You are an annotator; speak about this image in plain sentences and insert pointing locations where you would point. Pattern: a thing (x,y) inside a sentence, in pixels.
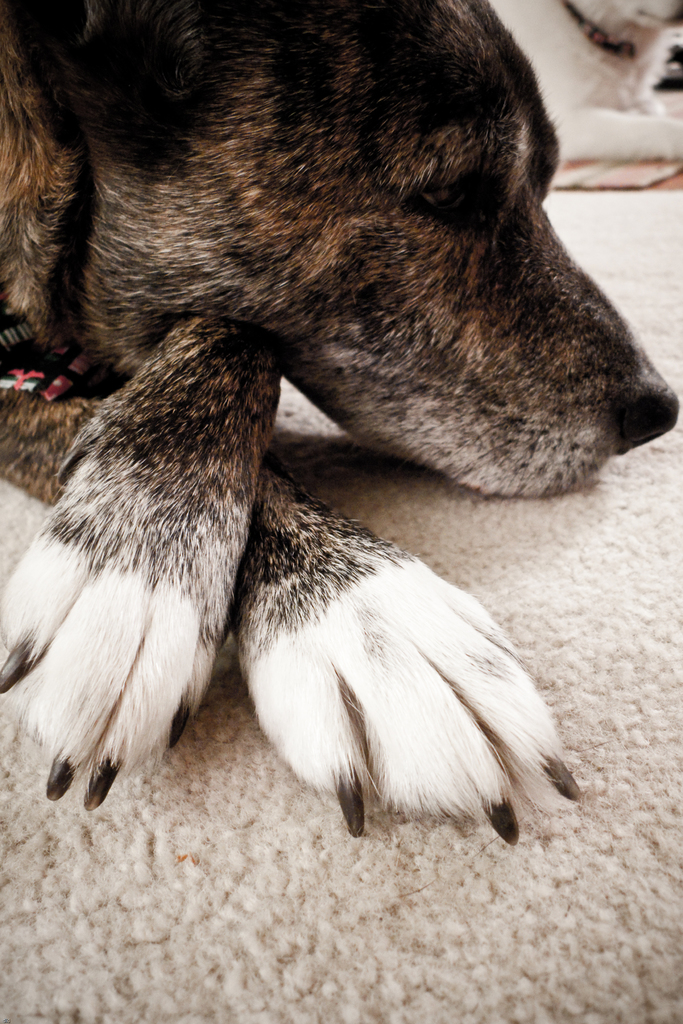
In this picture we can see the partial part of a dog (14,294). In the top right corner of the picture (600,110) it looks like a dog (613,157). At the bottom portion of the picture (215,886) we can see the carpet (343,996).
